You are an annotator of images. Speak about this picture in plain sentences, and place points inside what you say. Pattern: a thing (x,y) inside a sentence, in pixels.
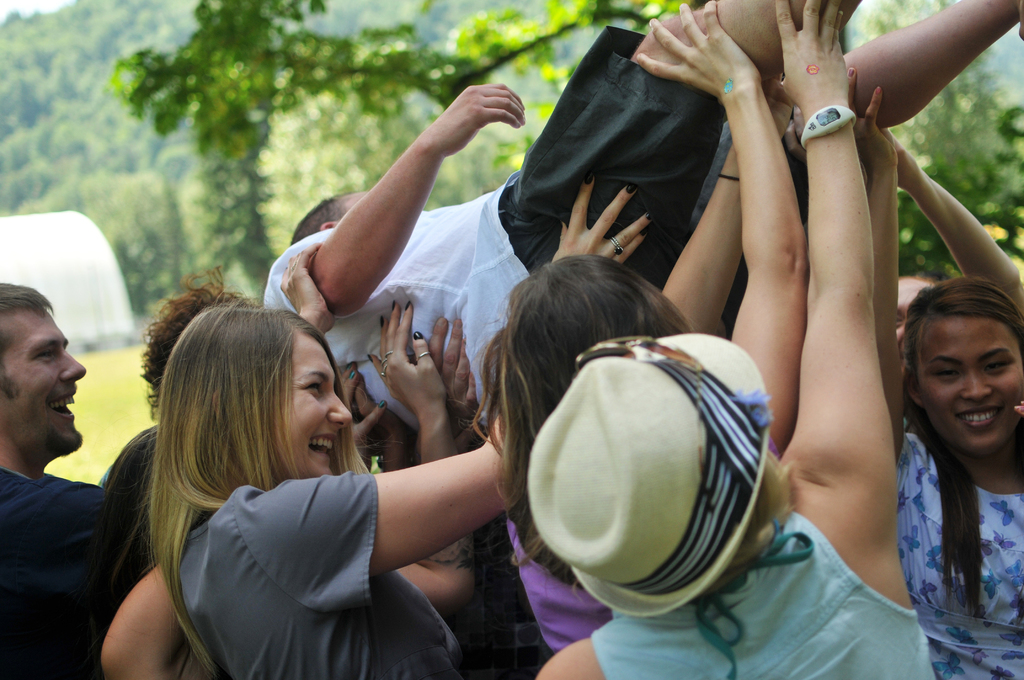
In this image there are many people (357,425). They are lifting a person (461,301). They all are smiling. In the background (385,108) there are trees (140,248). Here this is a tent like structure (102,293).
